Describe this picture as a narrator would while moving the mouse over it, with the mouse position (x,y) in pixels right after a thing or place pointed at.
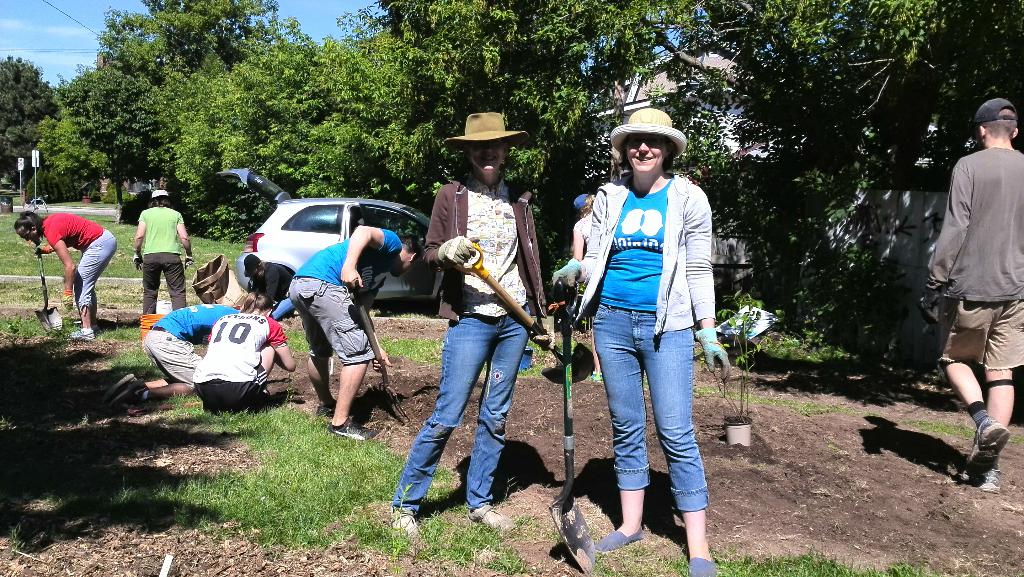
In this picture there are people (101,255) in the center (364,251) and left side of the image (141,310), they are digging the floor (288,385) and there is grassland (169,404) at the bottom side of the image (284,400) and there are trees (479,32) in the background area of the image (331,107).
